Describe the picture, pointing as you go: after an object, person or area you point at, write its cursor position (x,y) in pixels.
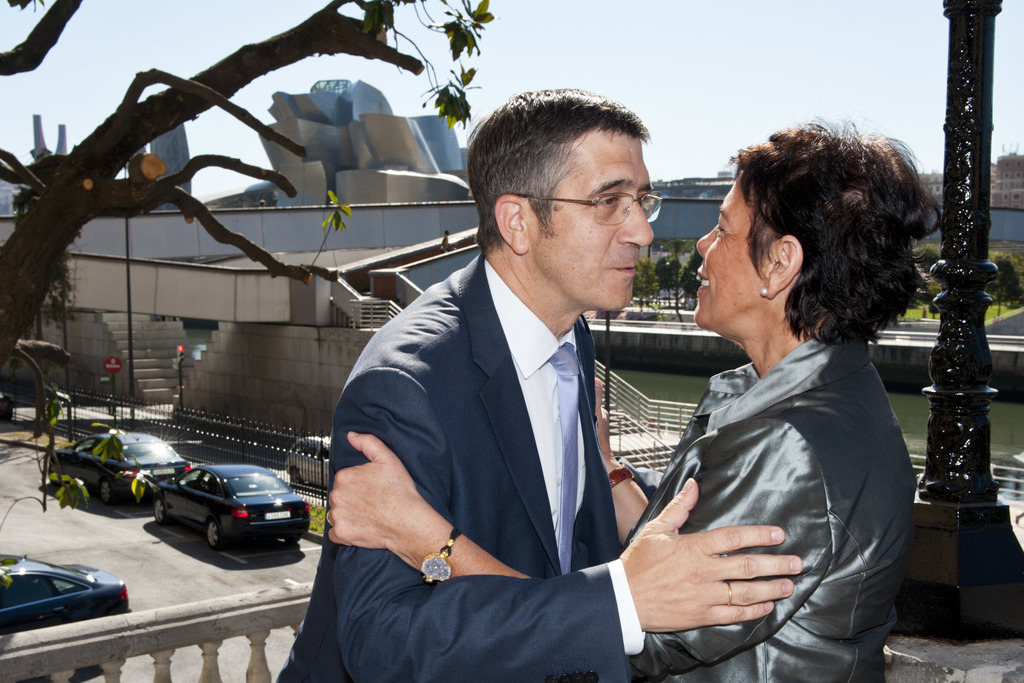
In this picture we can see a man (480,402) and a woman (704,518) holding each other. There are few vehicles (21,591) on the path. We can see boards (115,366) on the poles (113,396). There are few trees (307,266) and buildings (305,321) in the background (26,290).
